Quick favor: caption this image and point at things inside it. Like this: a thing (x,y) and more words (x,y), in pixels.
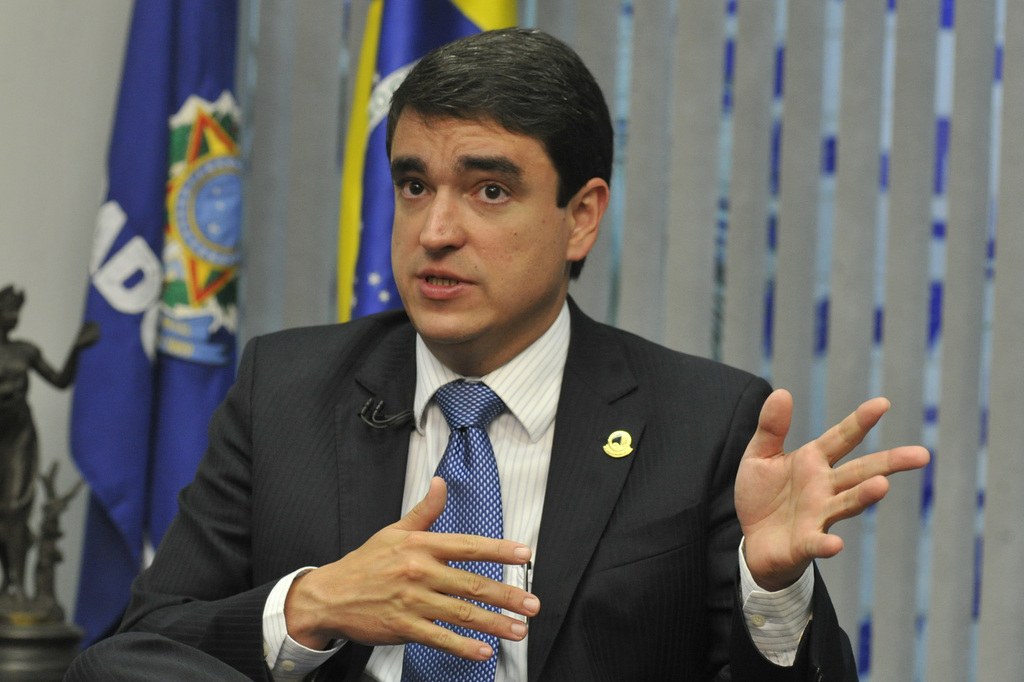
In the middle of the image (662,405) a person (552,290) is sitting and watching. Behind him there are some flags (369,143) and there are some objects (703,17). Behind them there is wall (22,210). In the bottom left corner of the image (67,629) there are some sculptures (46,369).
